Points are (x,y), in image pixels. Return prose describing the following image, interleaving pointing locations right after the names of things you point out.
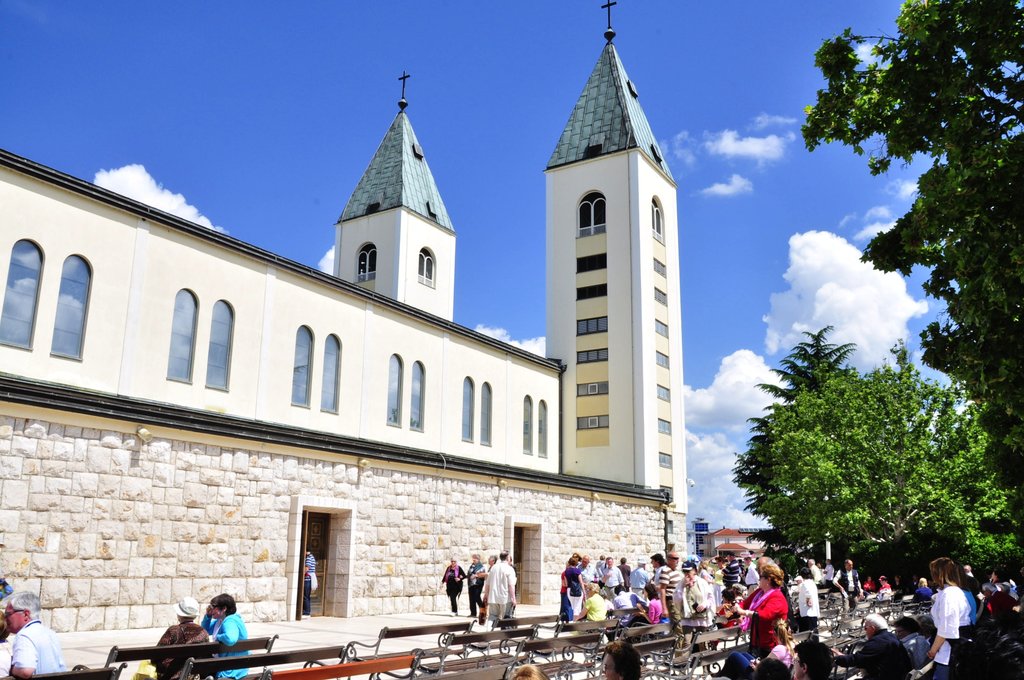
This picture is clicked outside the city. At the bottom of the picture (872,629), we see people (773,675) sitting on the benches (716,641) and we even see people (501,579) walking beside the benches (448,648). Beside them, we see a church (426,398). On the right side of the picture (959,296), there are trees (891,431). At the top of the picture (722,107), we see the sky (777,182) and the clouds (793,280). It is a sunny day.
